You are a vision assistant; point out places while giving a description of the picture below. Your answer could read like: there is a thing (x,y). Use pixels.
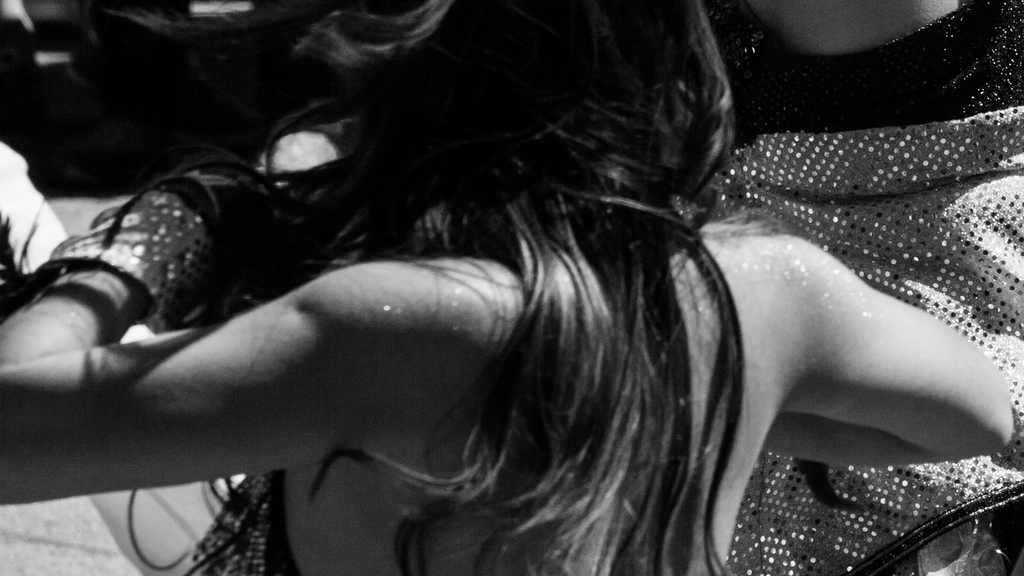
In the center of the image (556,347) we can see a lady (622,362). On the right (815,96) there are clothes (869,225).
